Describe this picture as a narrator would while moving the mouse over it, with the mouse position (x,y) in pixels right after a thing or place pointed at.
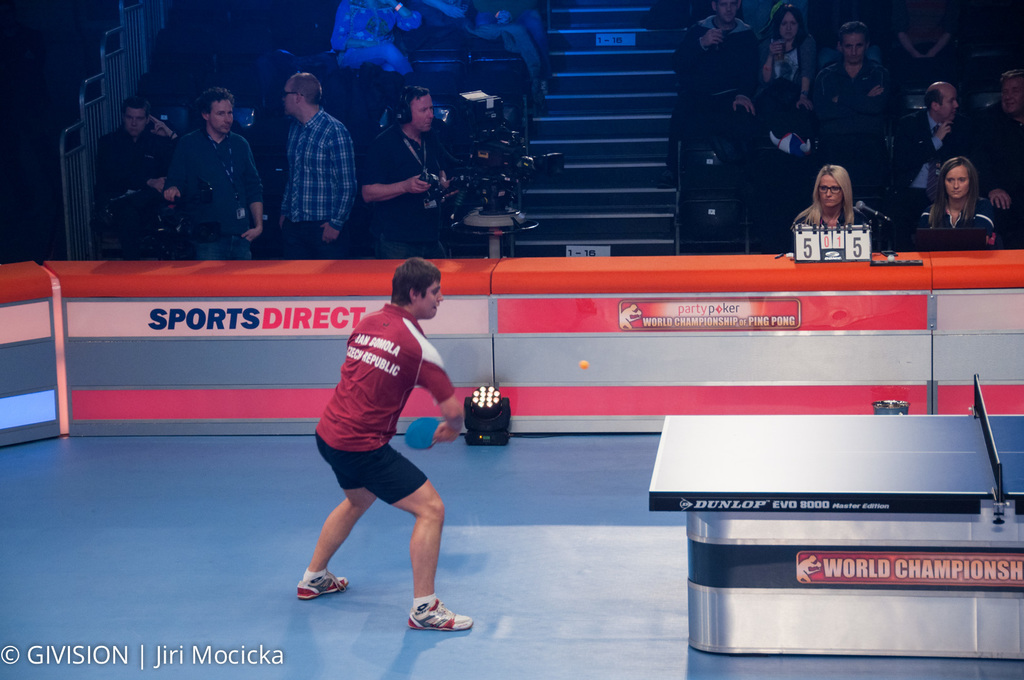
In the center of the image (400,327) we can see person (442,612) standing and holding a table tennis bat (416,428). On the left side of the image (315,104) we can see persons (313,170) standing with cameras (469,155). On the right side of the image (709,479) we can see table tennis board (910,479). In the background (917,159) we can see stairs (643,127), chairs (465,65) and persons (844,97).
